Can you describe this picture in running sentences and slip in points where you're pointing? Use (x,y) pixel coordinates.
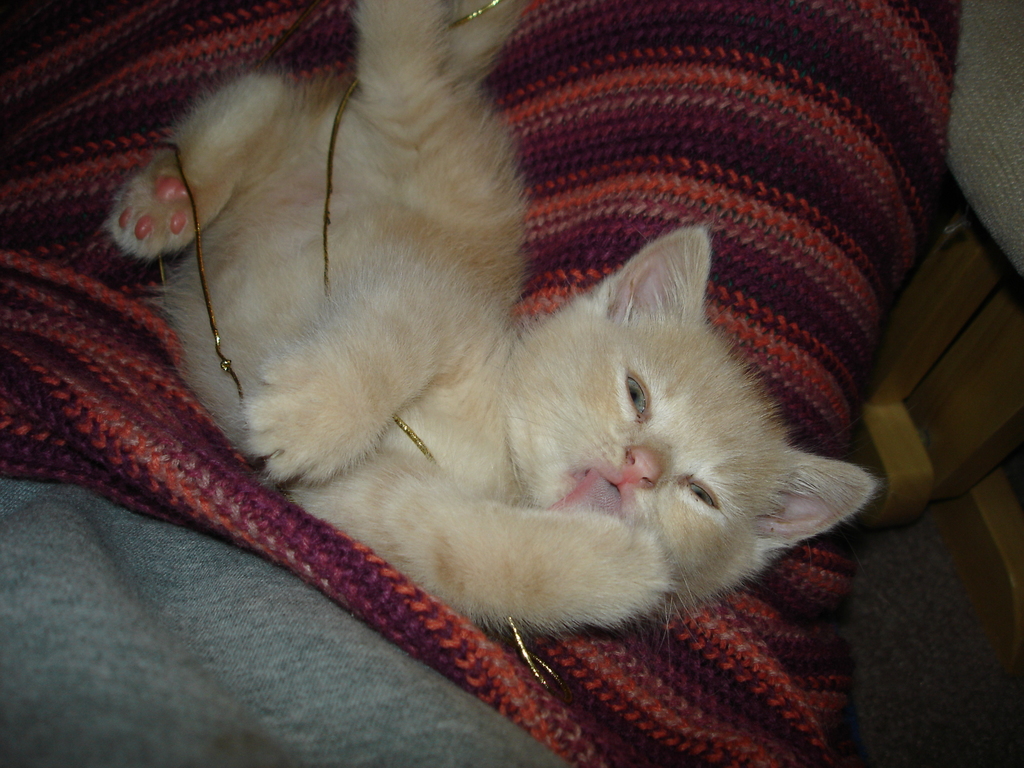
In this image we can see a cat (395,275) and an object (327,220). In the background of the image (574,204) there is a cloth (832,274). At the bottom of the image (334,658) there is an ash color cloth (392,696). On the right side of the image (943,455) there is a wooden object (949,441) and an object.
